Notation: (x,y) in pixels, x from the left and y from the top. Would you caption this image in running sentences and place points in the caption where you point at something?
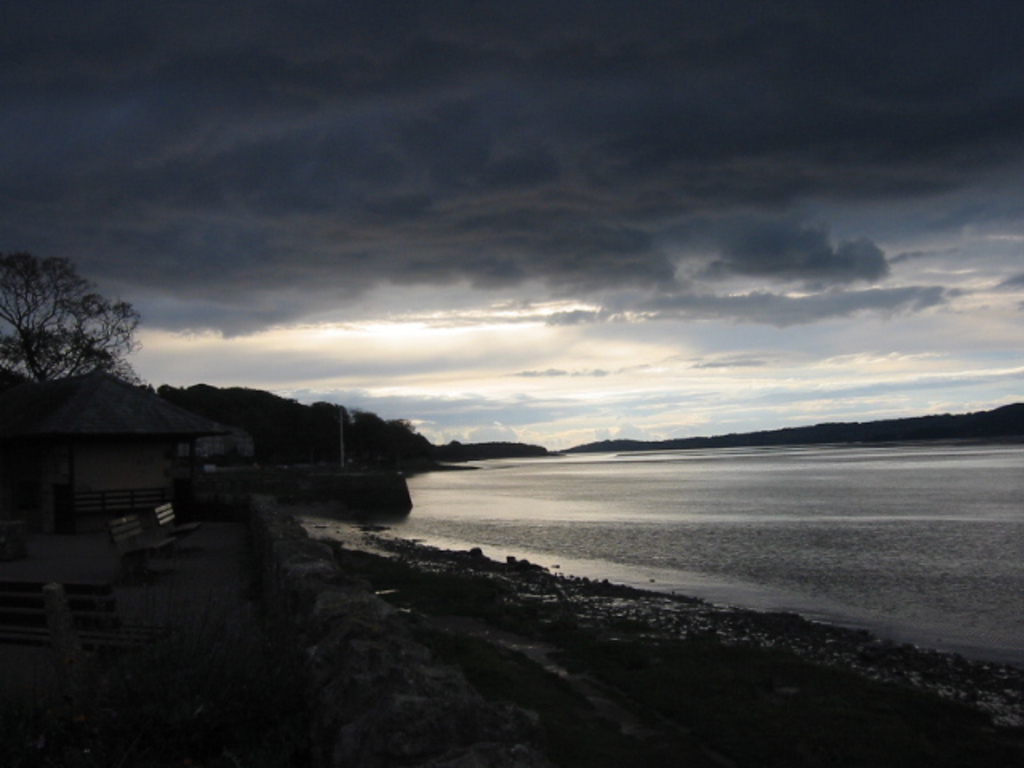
This picture shows water (789,605) and we see benches (134,627) and trees (220,391) and a blue cloudy Sky (477,239).
